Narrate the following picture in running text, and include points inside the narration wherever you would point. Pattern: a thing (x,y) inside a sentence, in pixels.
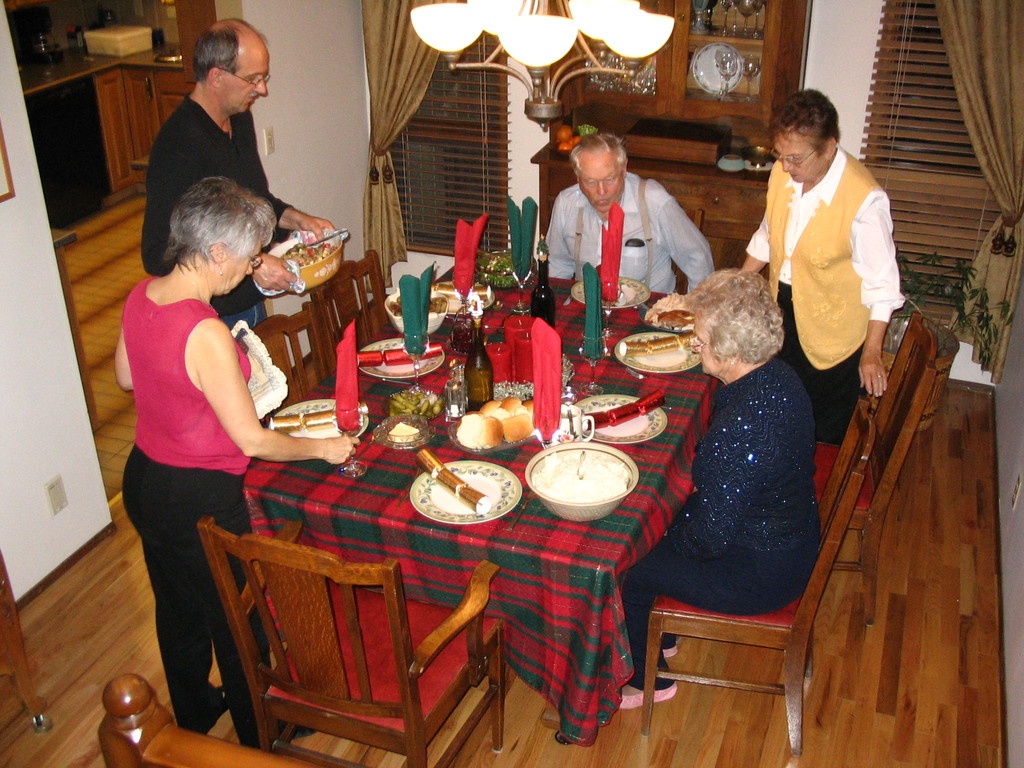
In this image, there are a few people (778,359). We can see a table (647,388) covered with a cloth (647,512) and some objects (650,430) like bottles (538,280), plates (669,358) and some food items (505,421). We can see the ground (595,749) and the wall (87,442) with a few windows (881,173), curtains (424,62). We can also see some shelves (671,75) with objects (698,18). We can also see the desk (147,75) with some objects (157,40).
